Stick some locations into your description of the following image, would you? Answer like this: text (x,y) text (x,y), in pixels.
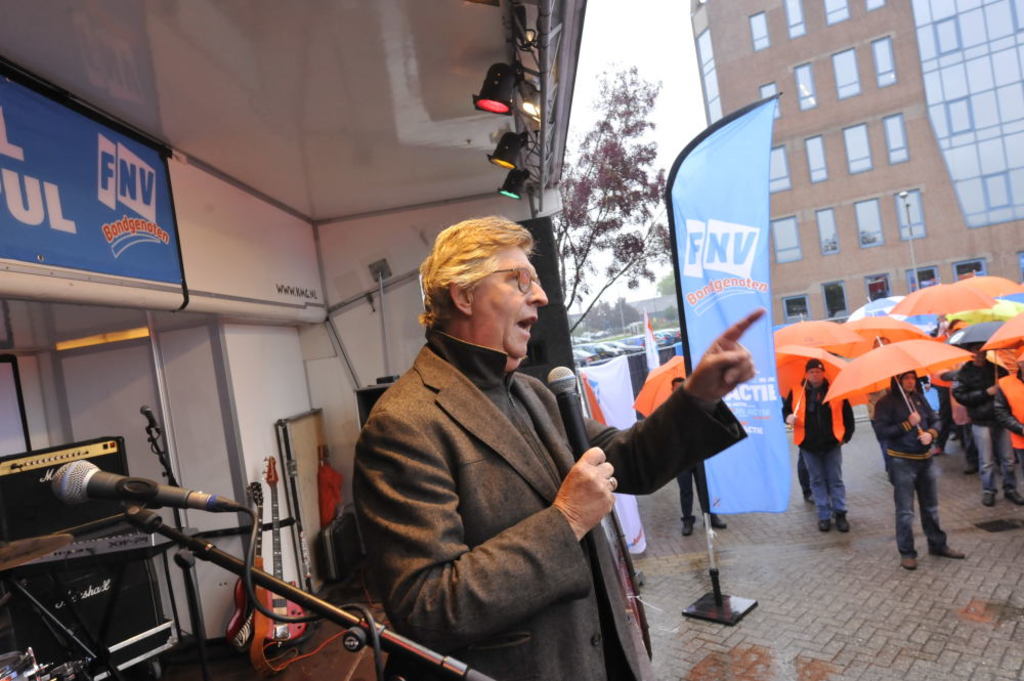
In the picture we can see a man (426,438) standing on the stage (247,123) and talking in the microphone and he is wearing a blazer (373,449) and beside him we can see a microphone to the stand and behind him we can see some guitars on the floor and in front of the man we can see some people (823,467) are standing holding umbrellas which are orange in color and behind them we can see a building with windows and glasses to it and beside it we can see a tree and behind it we can see some cars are parked and a sky (639,45).
